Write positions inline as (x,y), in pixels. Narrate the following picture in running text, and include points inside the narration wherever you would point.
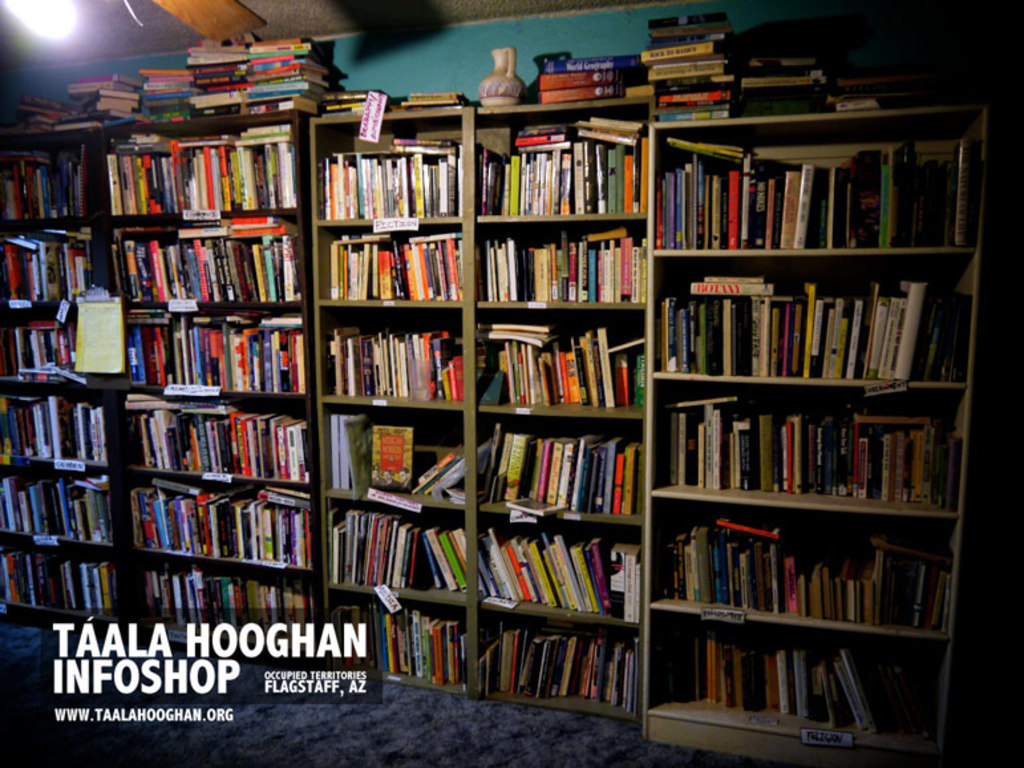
In the image there are many cupboards (481,106). Inside the cupboard (801,295) there are many books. On the cupboard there are many books (563,69) and also there is a jug (499,100). To the bottom left corner of the image (85,716) there is a name (218,684) and a website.
